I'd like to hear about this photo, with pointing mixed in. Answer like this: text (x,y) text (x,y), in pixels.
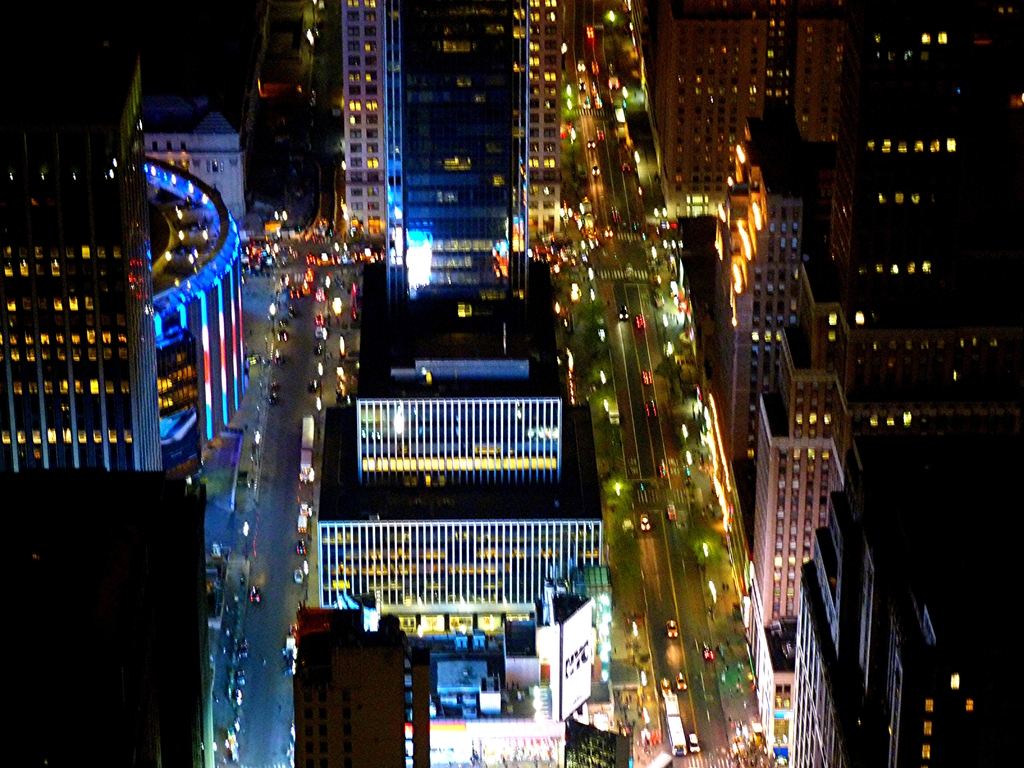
In this image, we can see many vehicles (651,403) on the road (634,381) and in the background (363,99), there are buildings (427,372).
